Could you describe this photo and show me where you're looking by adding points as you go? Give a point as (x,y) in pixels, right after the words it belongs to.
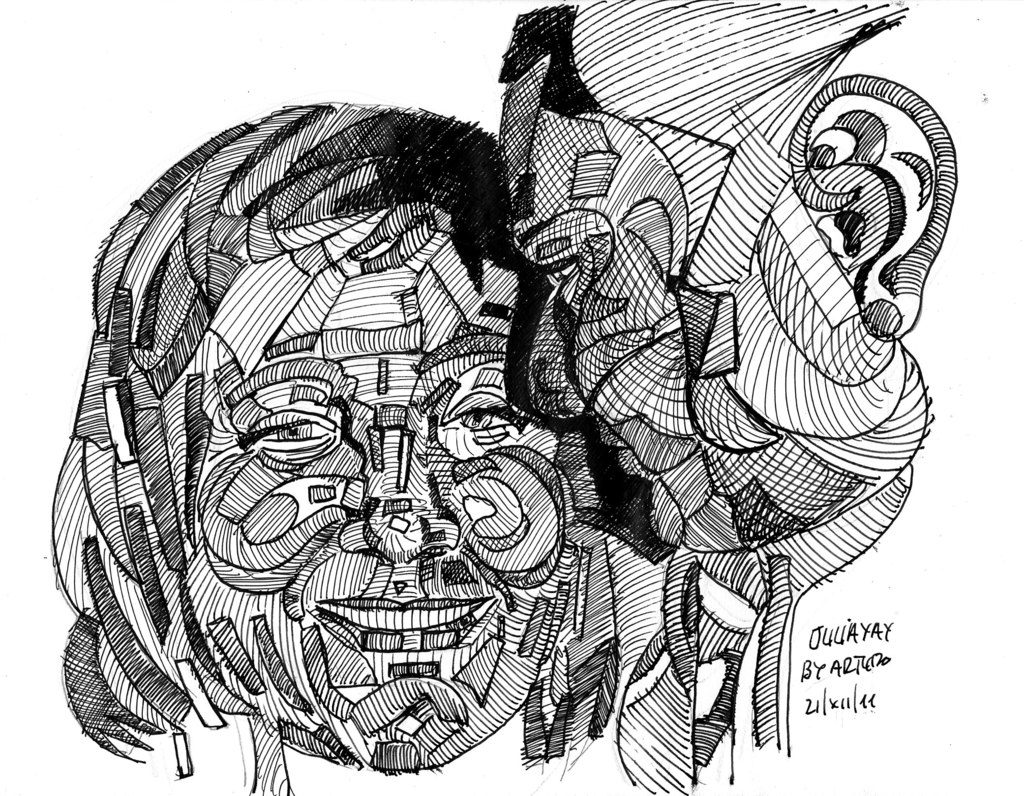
In this image there is a painting (333,361) in middle of this image (514,440) and there is a written text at bottom right corner of this image (817,632).
